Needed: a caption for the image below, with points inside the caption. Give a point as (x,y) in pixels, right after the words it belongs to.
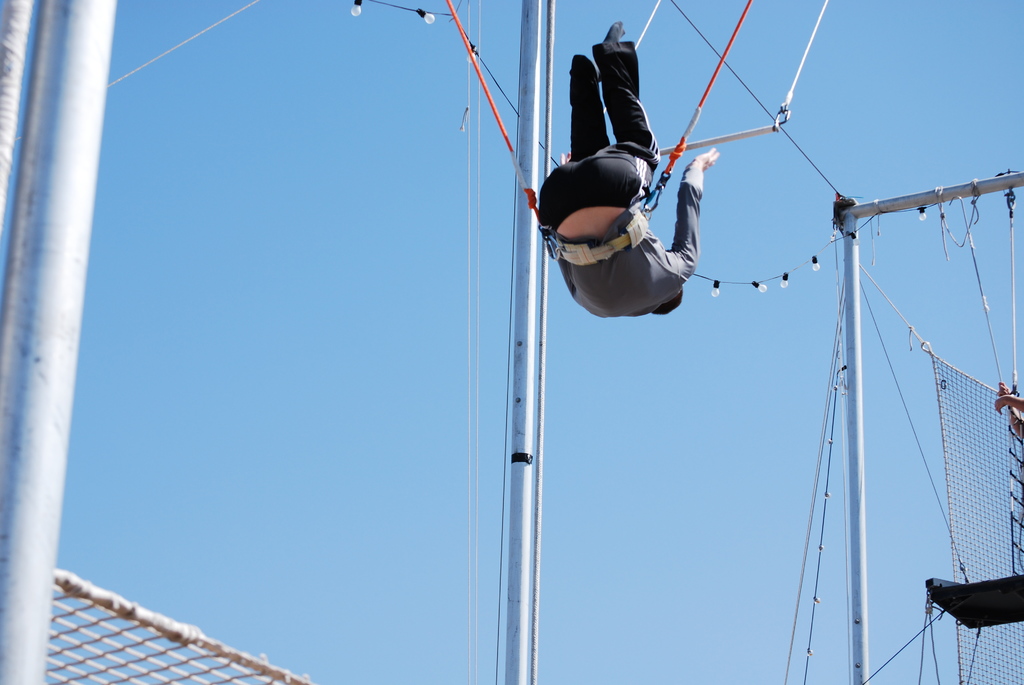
In the picture we can see a man (601,284) hanging to the ropes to his hip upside down and beside him we can see a pole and in front of him we can see a pole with some bulbs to it and a net (965,397) tied to it and in the background (190,149) we can see the sky (249,182).
